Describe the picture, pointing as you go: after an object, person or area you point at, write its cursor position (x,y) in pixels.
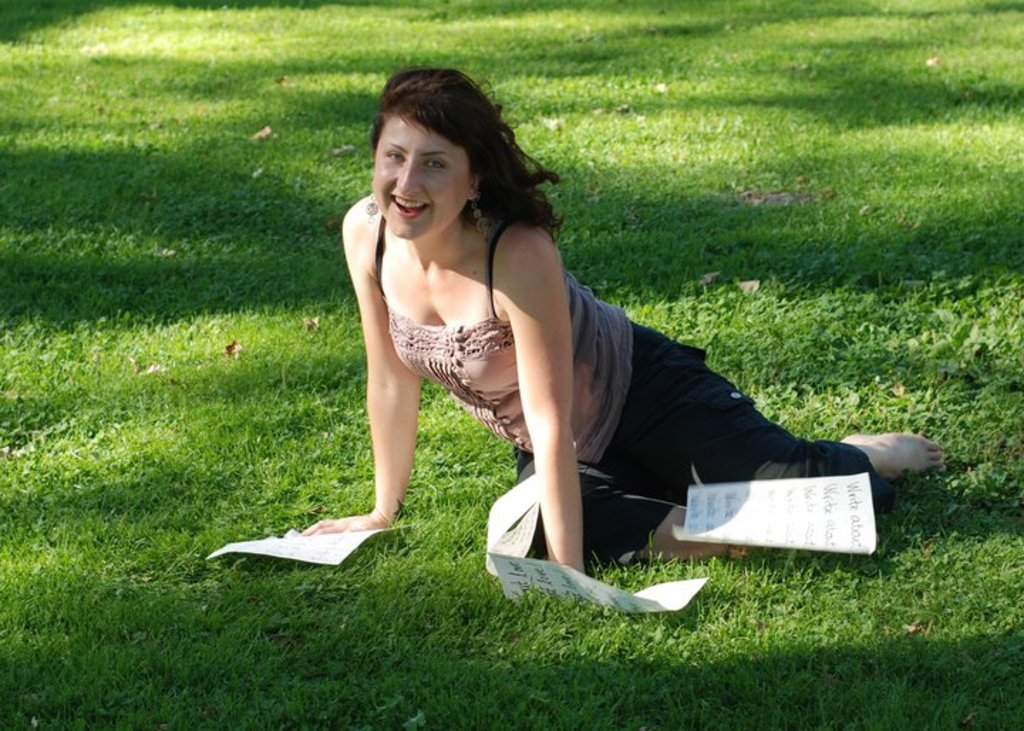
In this image we can see a woman (457,389) smiling and sitting on the ground (330,599), there are some papers (267,554) and grass (310,157).
